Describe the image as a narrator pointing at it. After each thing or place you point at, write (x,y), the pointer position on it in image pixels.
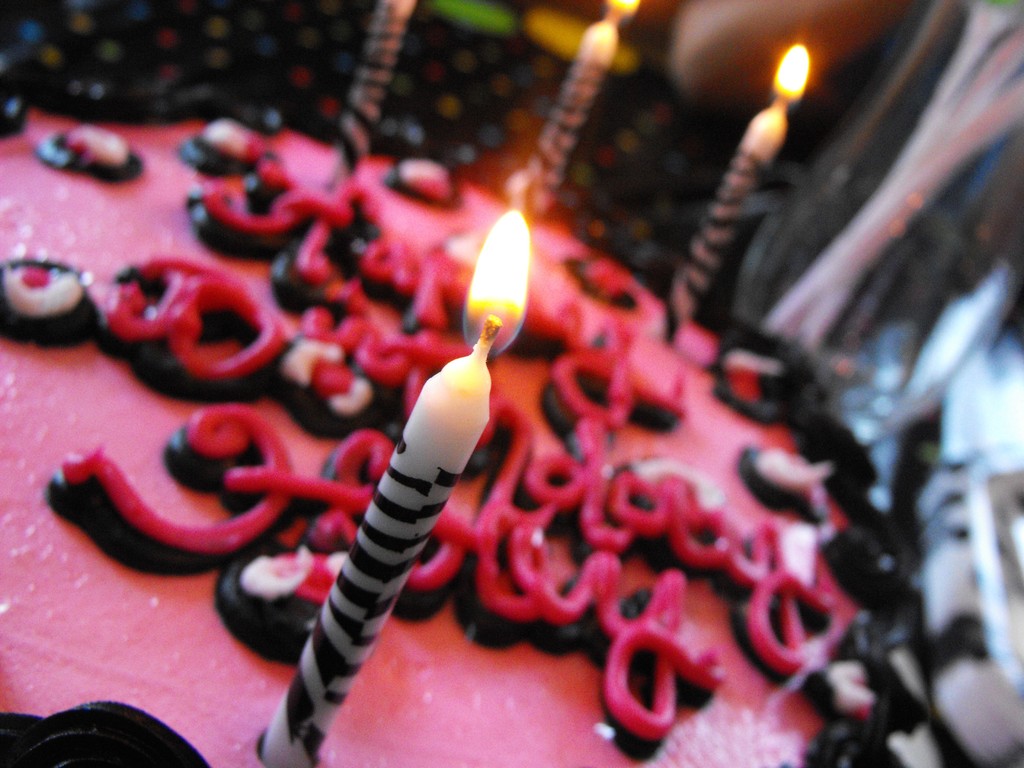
In this picture we can see a cake (701,595) and candles (440,469). Background (464,119) portion of the picture is blur.
